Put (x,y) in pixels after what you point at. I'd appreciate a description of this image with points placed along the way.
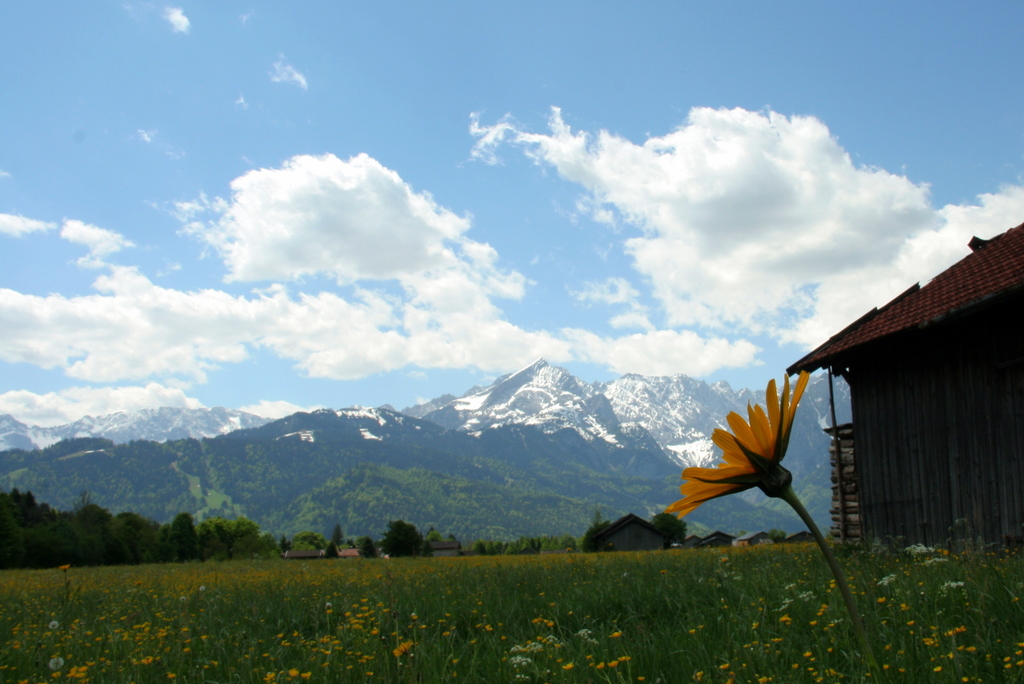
These are the clouds (444,228) in the sky (443,84). I think these are the Himalayan mountains (539,411), which is covered with the snow (237,416). I can see the plants (539,641) with the flowers (612,662). This looks like a house (954,305) with the roof (973,272). I can see the trees (182,545) and the houses (300,554).
